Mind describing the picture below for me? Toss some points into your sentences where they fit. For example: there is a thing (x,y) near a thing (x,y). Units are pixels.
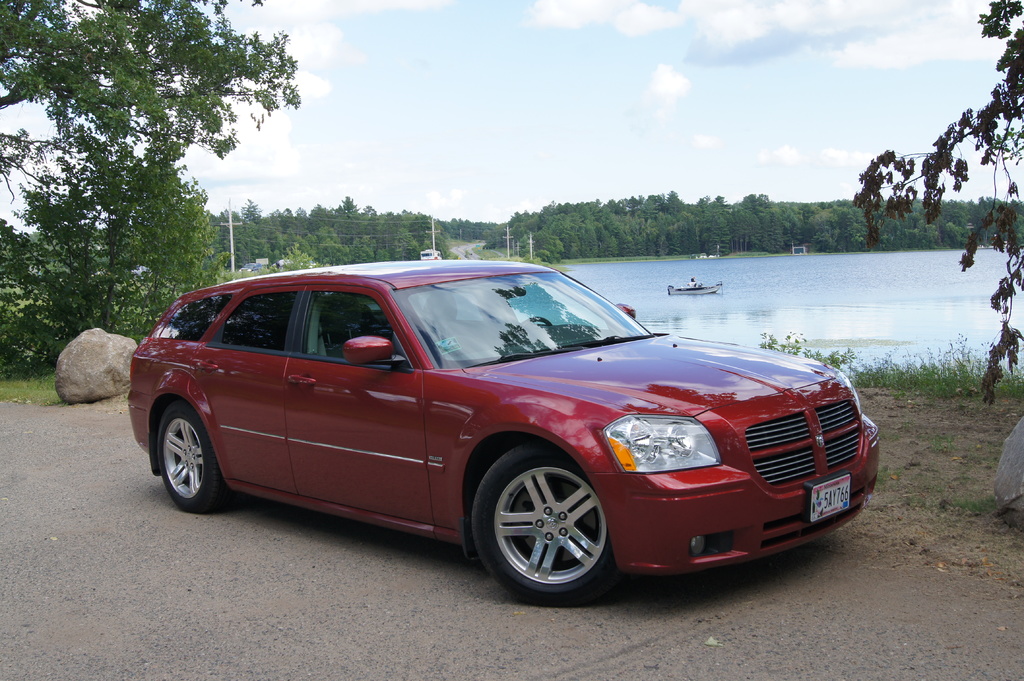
In the center of the image (484,391) a car (570,469) is there. In the middle of the image (662,268) we can see water (766,292), boat (706,291), trees (580,239), poles (227,219), rock (95,332) are present. At the top of the image (713,82) clouds (715,27) are present in the sky (371,93). At the bottom of the image (408,638) road (415,619) is there. On the right side of the image (973,376) some plants (930,385) are there.
